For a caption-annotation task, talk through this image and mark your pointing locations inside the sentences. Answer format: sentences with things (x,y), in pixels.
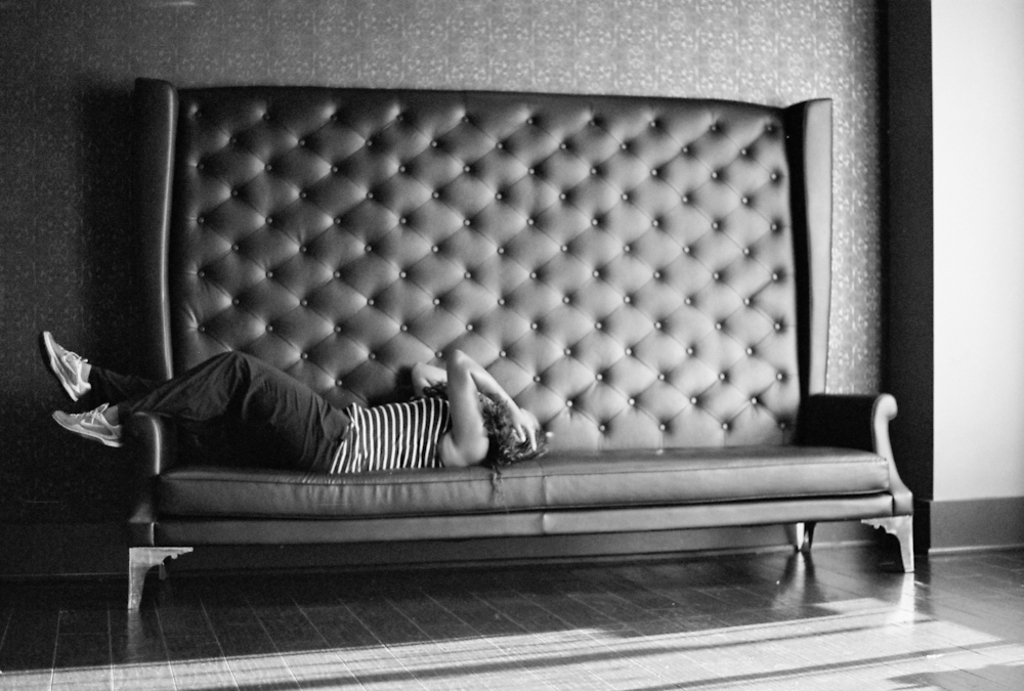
This person (460,359) laying on sofa (417,359). On the background (600,19) we can see wall (821,60). This is floor (913,639).
